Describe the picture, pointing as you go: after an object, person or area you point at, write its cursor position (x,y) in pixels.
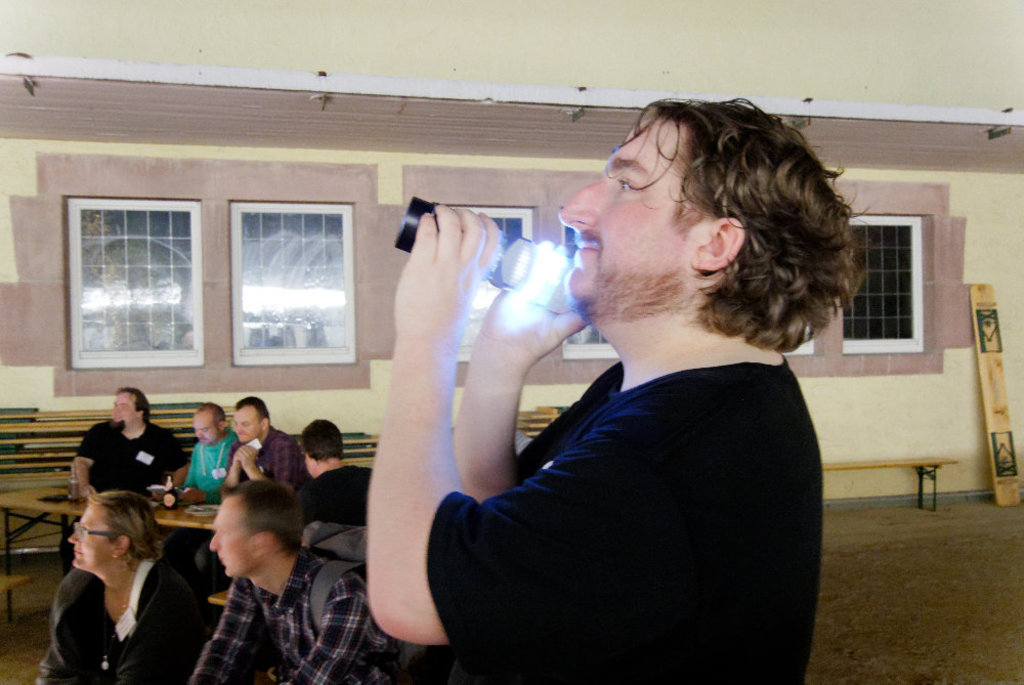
In this picture I can see a person (546,464) standing and holding a torch light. I can see little people (101,521) sitting on benches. I can see the wall (226,303) with the windows (304,264) in the background (305,191).
